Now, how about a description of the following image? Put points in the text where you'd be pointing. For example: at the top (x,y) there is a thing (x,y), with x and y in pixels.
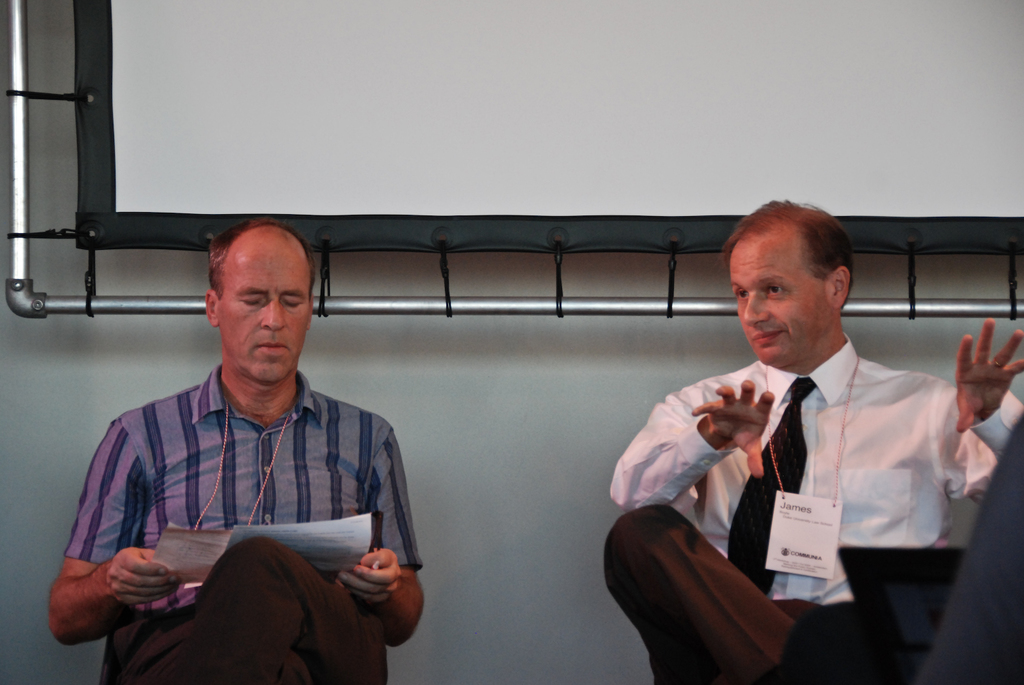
In this image we can see two persons (388,530) wearing tags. One person (238,566) is holding papers (190,580). In the back (359,128) there is board (597,160). Also there is a wall (509,443).
